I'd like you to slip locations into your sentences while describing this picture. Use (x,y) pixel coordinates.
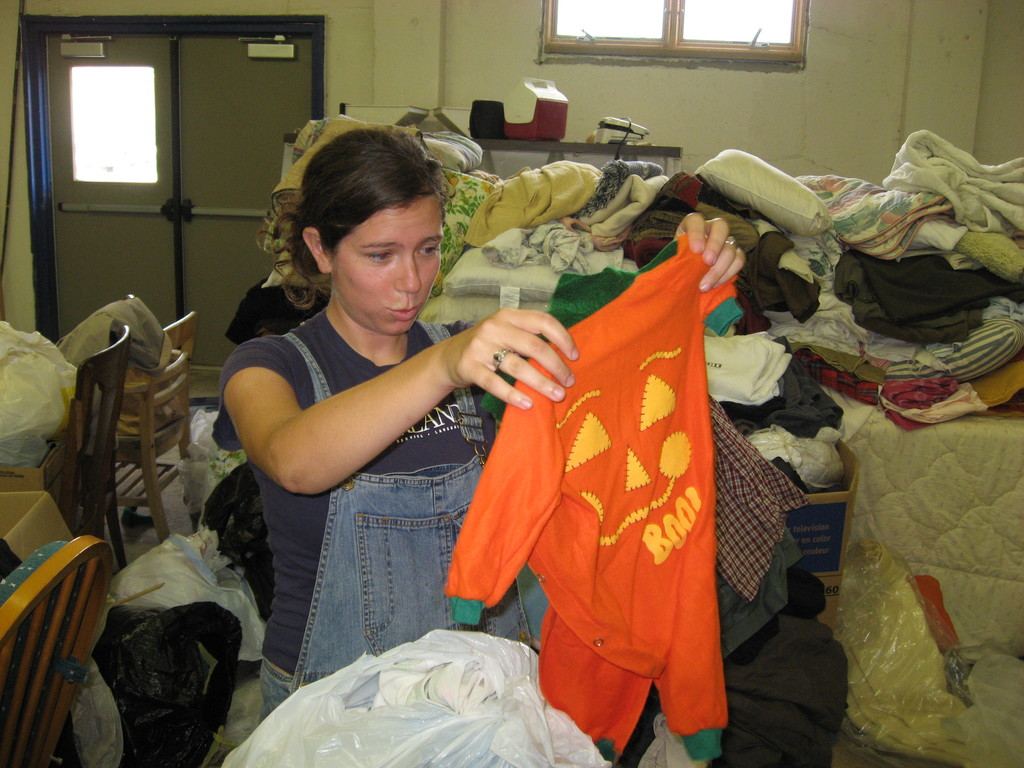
In this image I can see a person (281,361) holding the cloth (570,468). To the left of her there are some clothes (889,255) on the bed (895,497). In this room (181,252) I can see some chairs (93,425), covers (152,679) and a window (639,46) to the wall (710,101).
